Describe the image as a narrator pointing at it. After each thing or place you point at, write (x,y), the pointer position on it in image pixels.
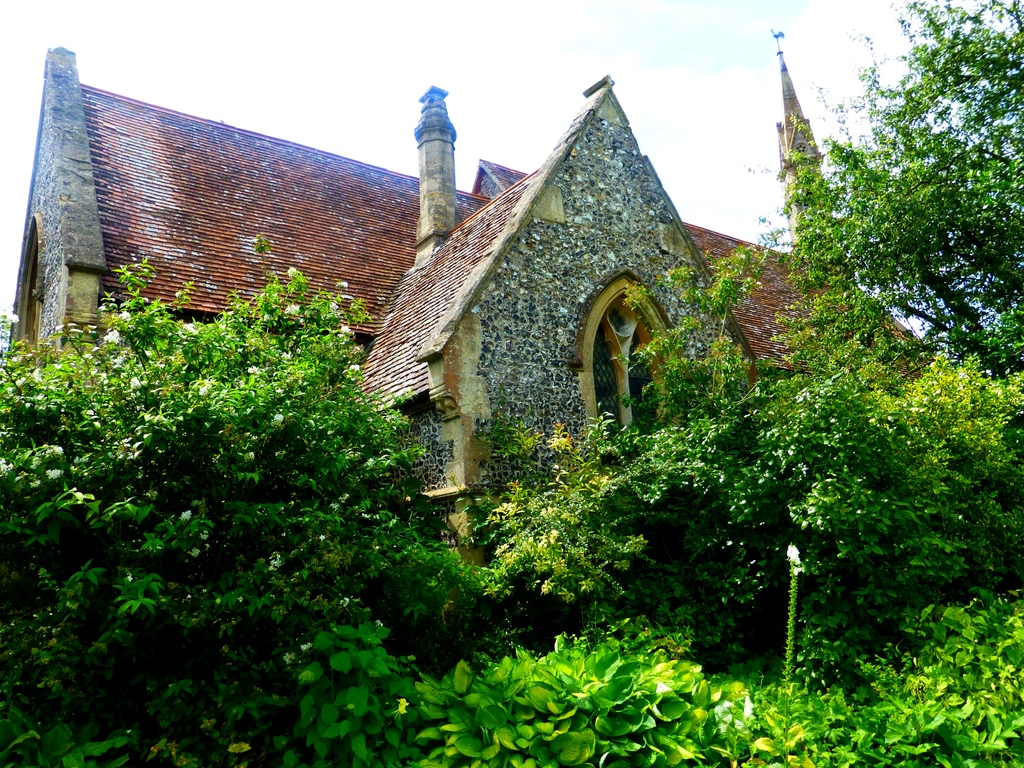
In this image we can see the plants (719,668), trees (975,248), stone house (444,319) and the sky (373,24) in the background (640,71).
